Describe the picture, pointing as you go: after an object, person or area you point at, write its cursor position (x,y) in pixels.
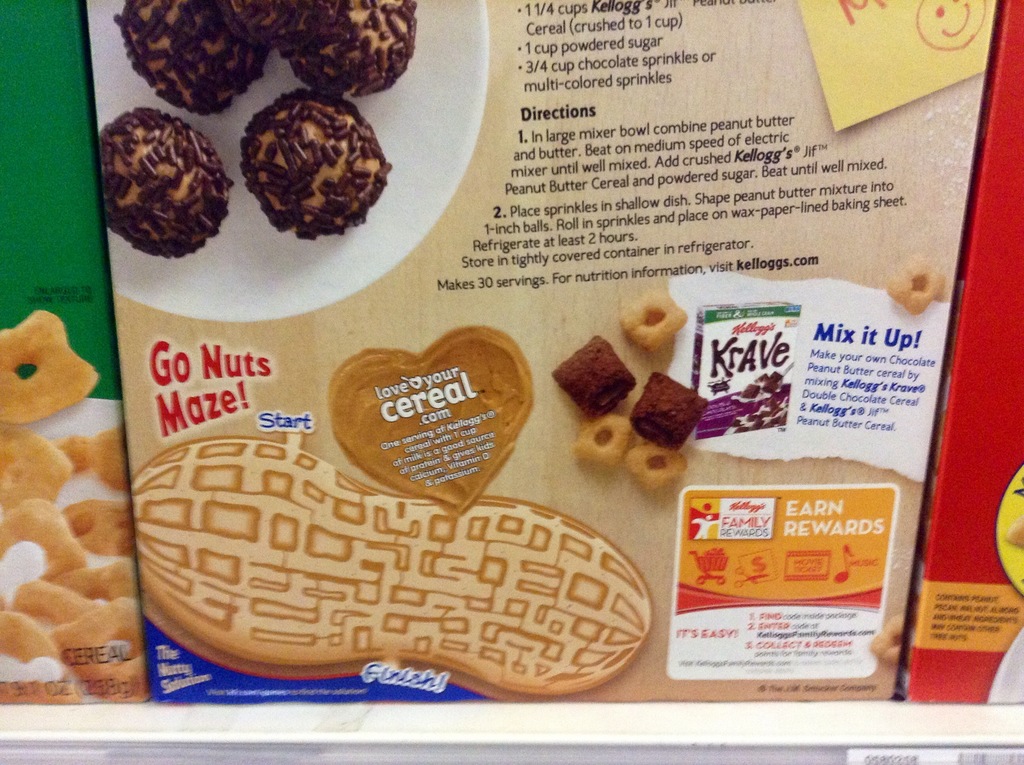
In this image I can see few boxes (404,450) and they are in multi color and I can also see few chocolates (190,212) and something written on the boxes (387,311).
